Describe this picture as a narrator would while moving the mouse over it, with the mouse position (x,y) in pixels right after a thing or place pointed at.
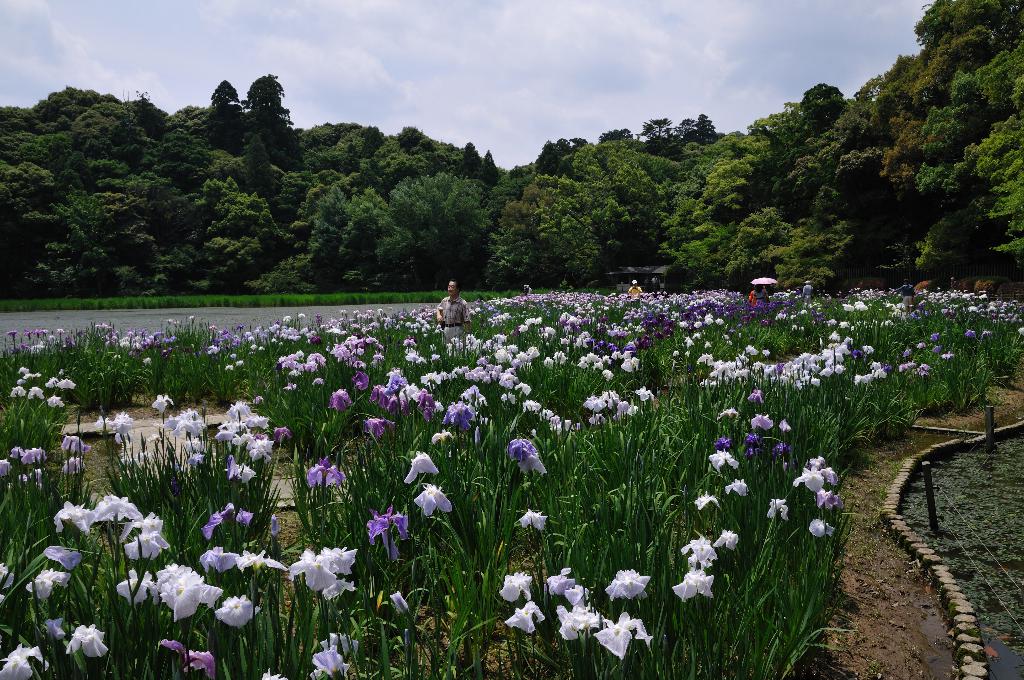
In this picture I can see there are some people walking in between the plants (434,385) and there are some flowers (796,371) to the plants (393,386) and in the backdrop (130,266) I can see there is a lake (44,322) and there are trees (359,204) and the sky (581,74) is cloudy.
